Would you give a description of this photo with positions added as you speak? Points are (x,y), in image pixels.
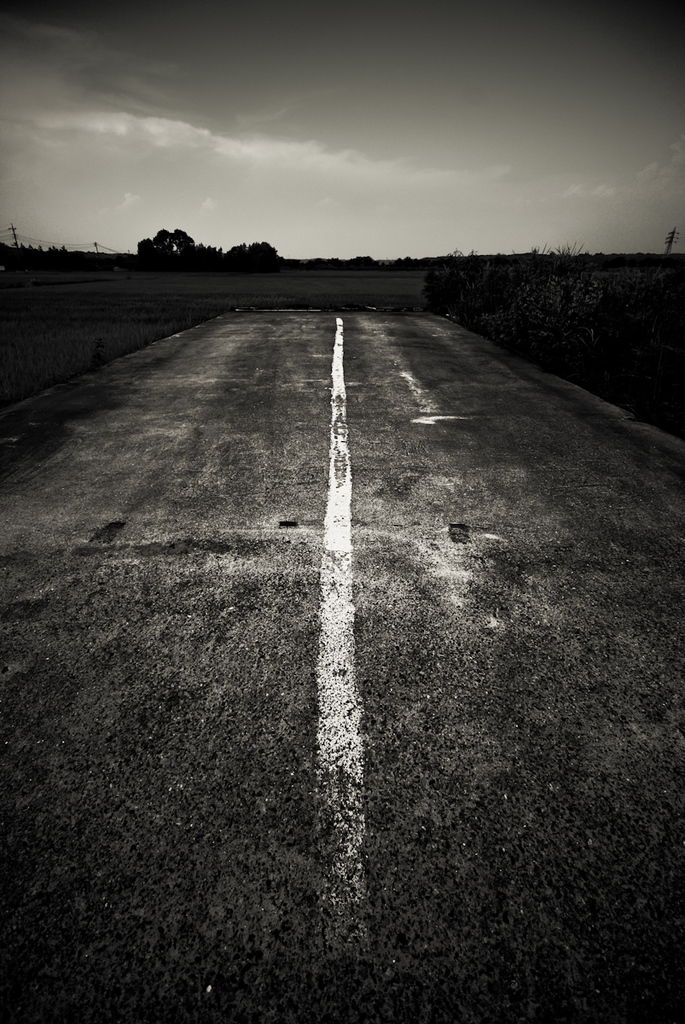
In this picture there is a road (416,837). At the back (473,287) there are trees (668,257) and poles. At the top (403,110) there is sky (392,122) and there are clouds (229,165). At the bottom (306,764) there is grass (157,301) and there is a road (306,764).
